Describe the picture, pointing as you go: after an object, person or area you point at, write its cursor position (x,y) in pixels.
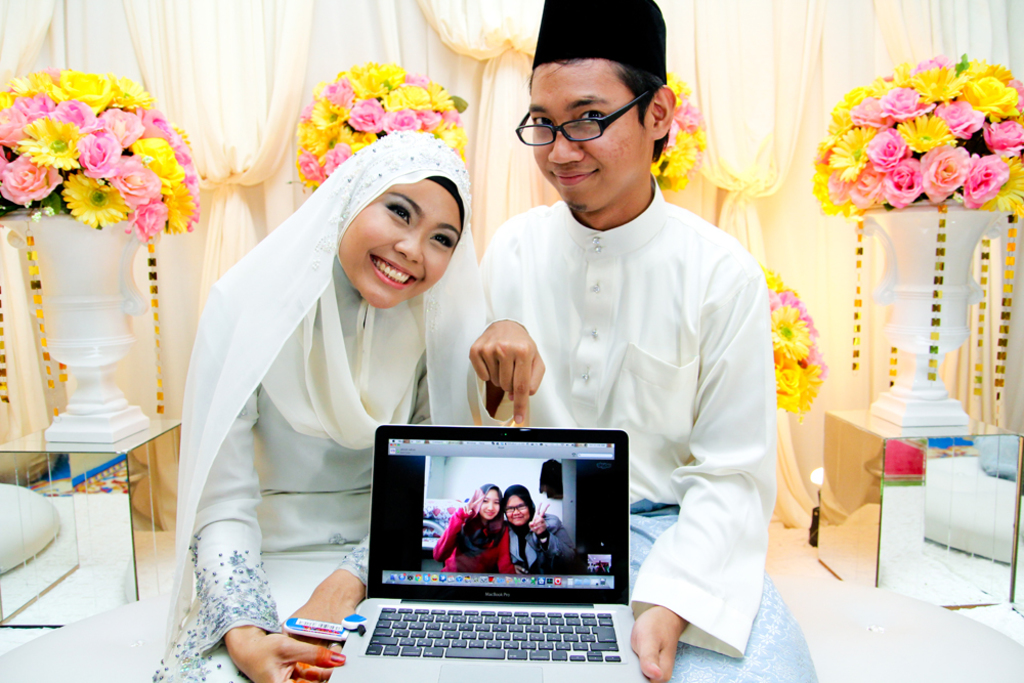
In the foreground of the image (395,310) there are two people (329,414) wearing white color dress (418,416) and holding a laptop (539,557). In the background of the image (863,269) there are flower vase (76,227), curtains (228,137) and decorative items (976,561).
